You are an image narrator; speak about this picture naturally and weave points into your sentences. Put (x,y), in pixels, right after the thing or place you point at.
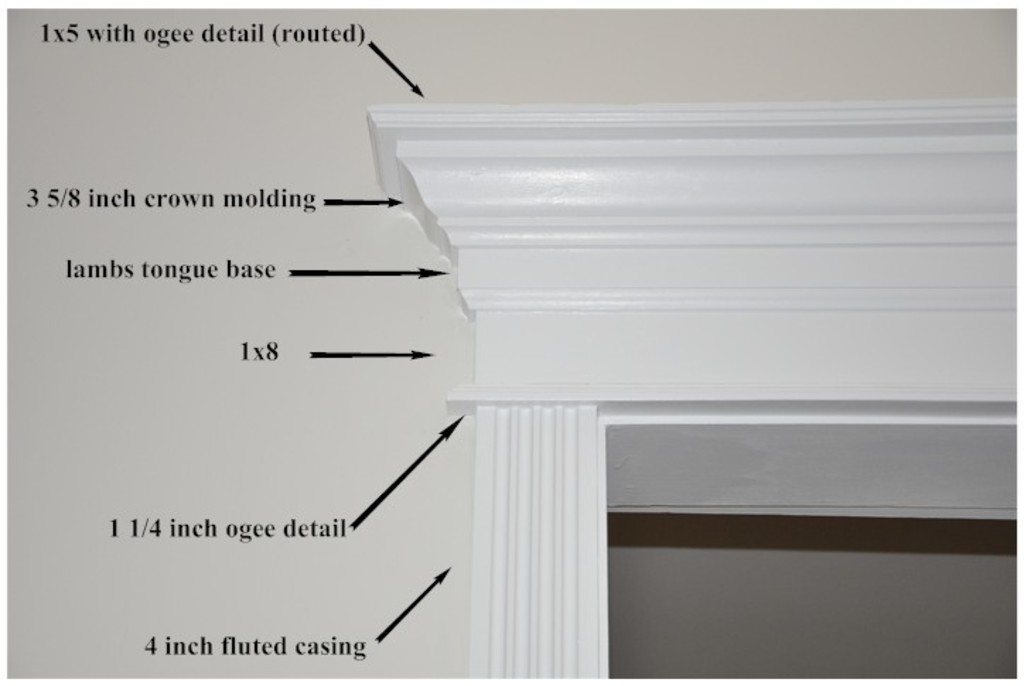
In this picture, there is a white wooden door trim (566,482). Towards the left (262,29), there is some text (283,191) describing the structure (531,325).
